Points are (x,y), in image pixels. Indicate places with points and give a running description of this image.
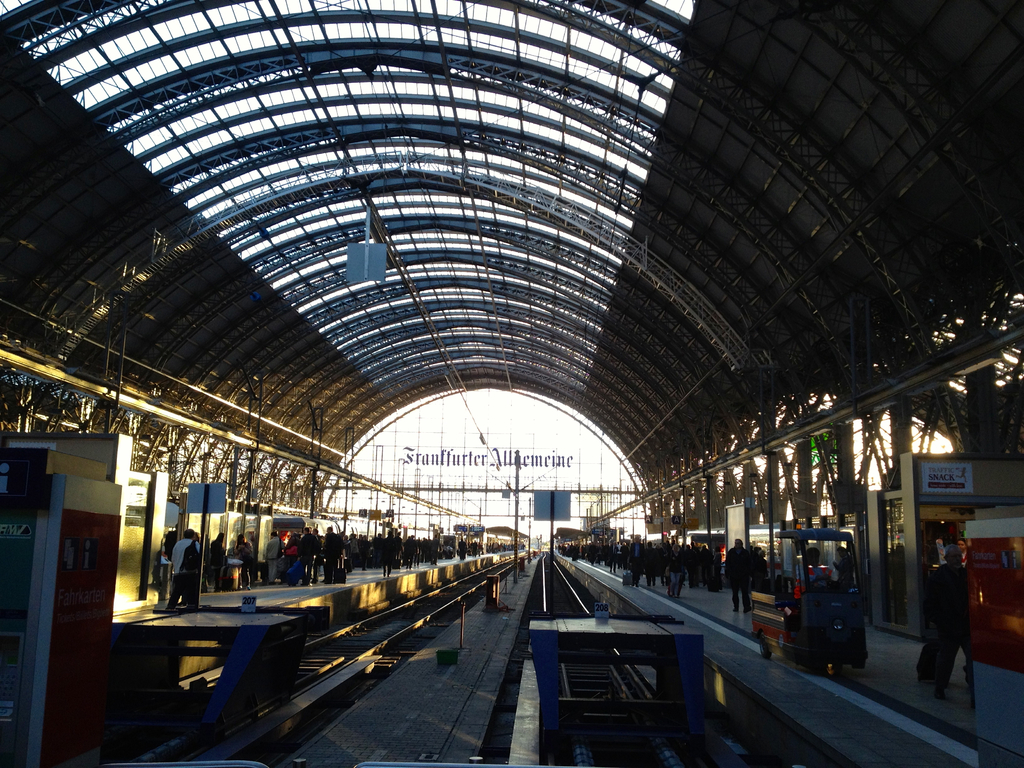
In this image we can see some people (279,546) waiting at a railway station (510,608), some of them are wearing backpacks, there is a vehicle (842,578), rooftop (477,303), sign boards (350,271), poles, rail tracks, also we can see the sky (489,485), and there are some boards (17,470), and posters (86,612) with some text (4,478) written on it.
